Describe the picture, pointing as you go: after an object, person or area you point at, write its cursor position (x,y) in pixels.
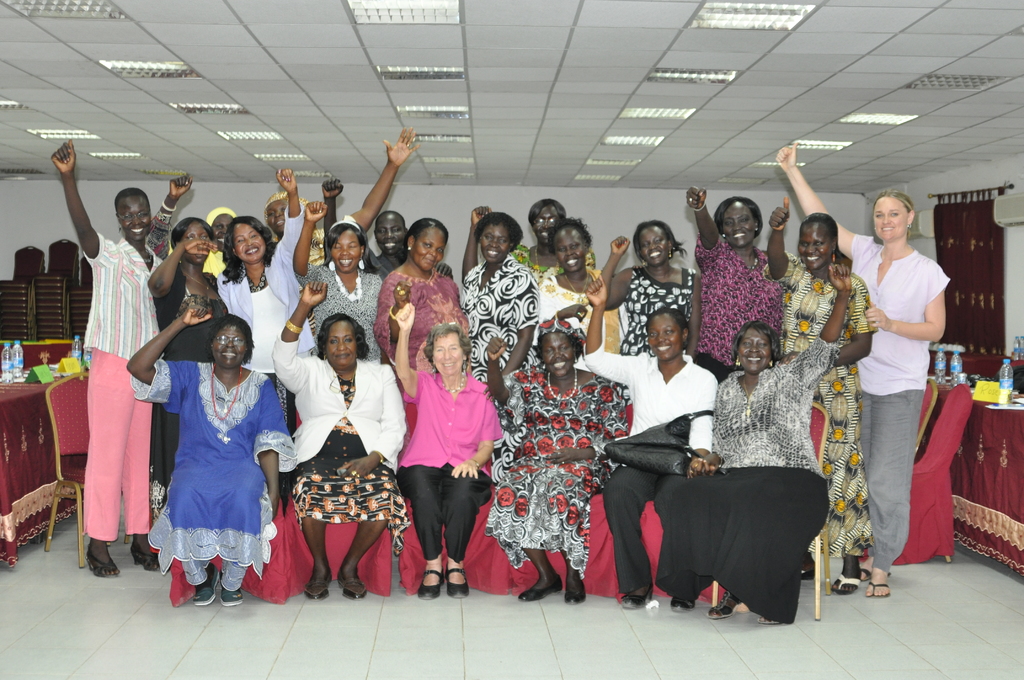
In this image we can see there is a group of people (523,422), few persons (573,478) are sitting on the chair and few persons (400,286) are standing. At the back (30,371) there is a table (58,376), on the table (32,386) there are bottles (77,358), boards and a few objects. And there is a curtain (948,210) and a wall (24,218). At the top (364,108) there is a ceiling (624,108) with lights (448,117).
